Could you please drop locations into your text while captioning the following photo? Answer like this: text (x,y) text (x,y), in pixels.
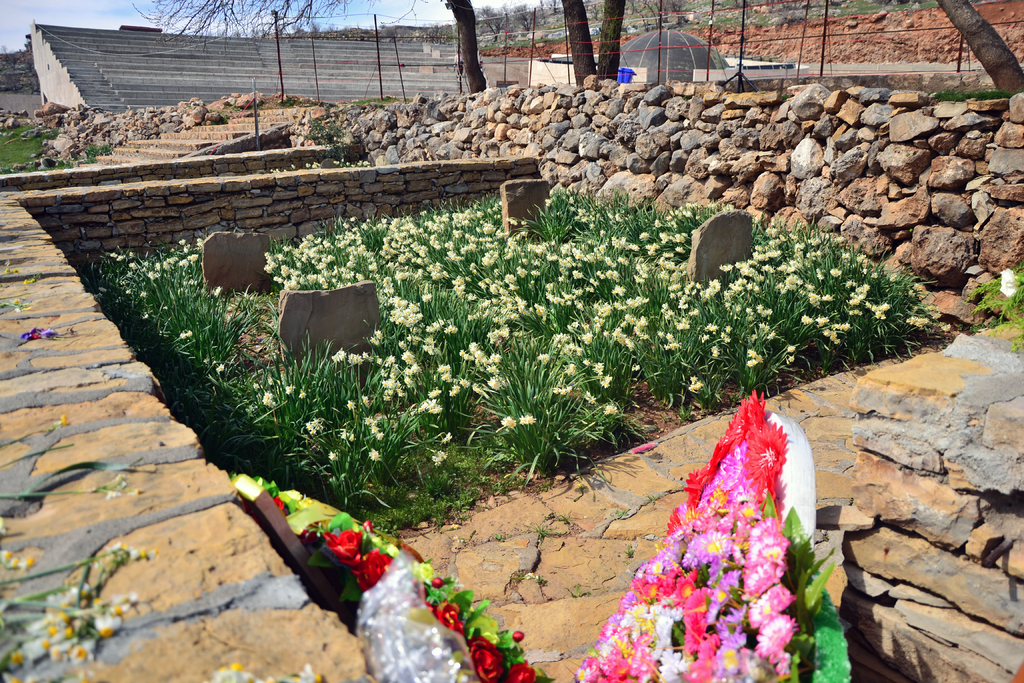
In this image in the foreground (367,258) there are some plants (600,357) and flowers (493,351) and on the background (267,122) there are some stairs (114,66), trees (582,44), tent (683,65) and some rocks (803,122) are there and on the left side (127,580) there is a wall (34,231) and on the right side (965,507) there is another wall (913,557). And in the bottom (428,616) there is a flower bouquet (346,567) and on the background (278,25) there are some poles (400,70).
